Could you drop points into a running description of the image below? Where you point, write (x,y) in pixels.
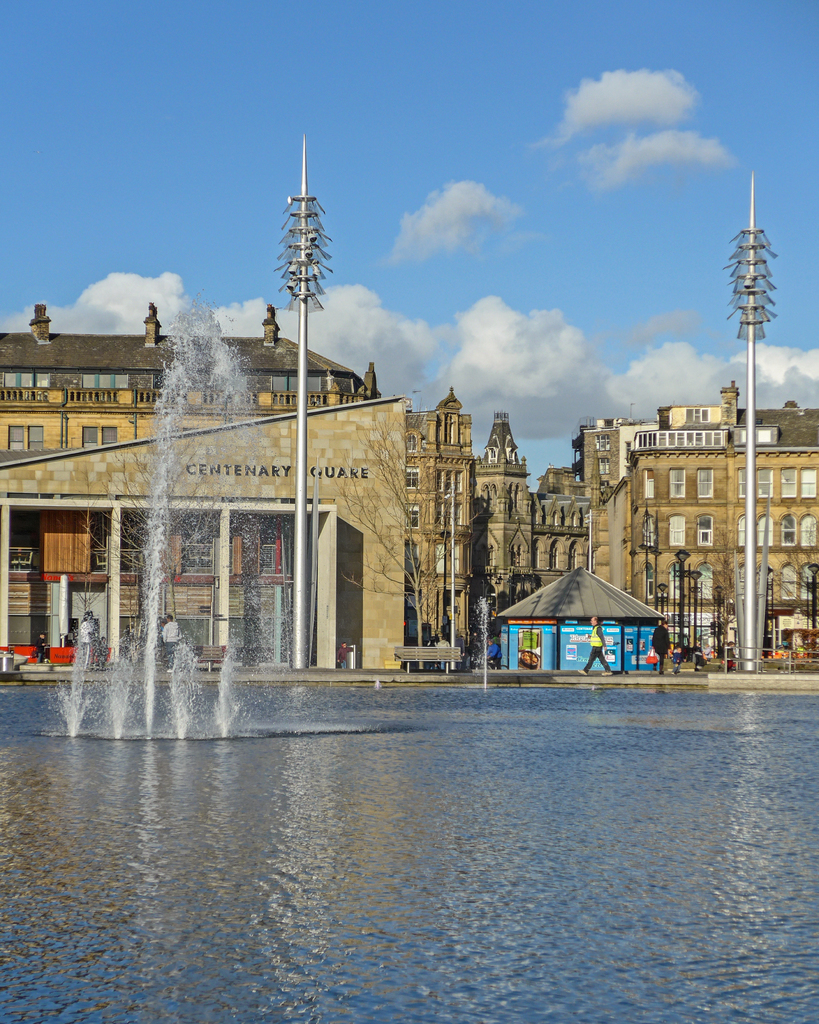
In this image I see the buildings (488,518) and I see few people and I can also see few benches (424,661) and I see the fountains (113,712) and the water (245,830) over here and I see 2 poles (770,250). In the background (453,228) I see the sky (514,212) which is of white and blue in color.
